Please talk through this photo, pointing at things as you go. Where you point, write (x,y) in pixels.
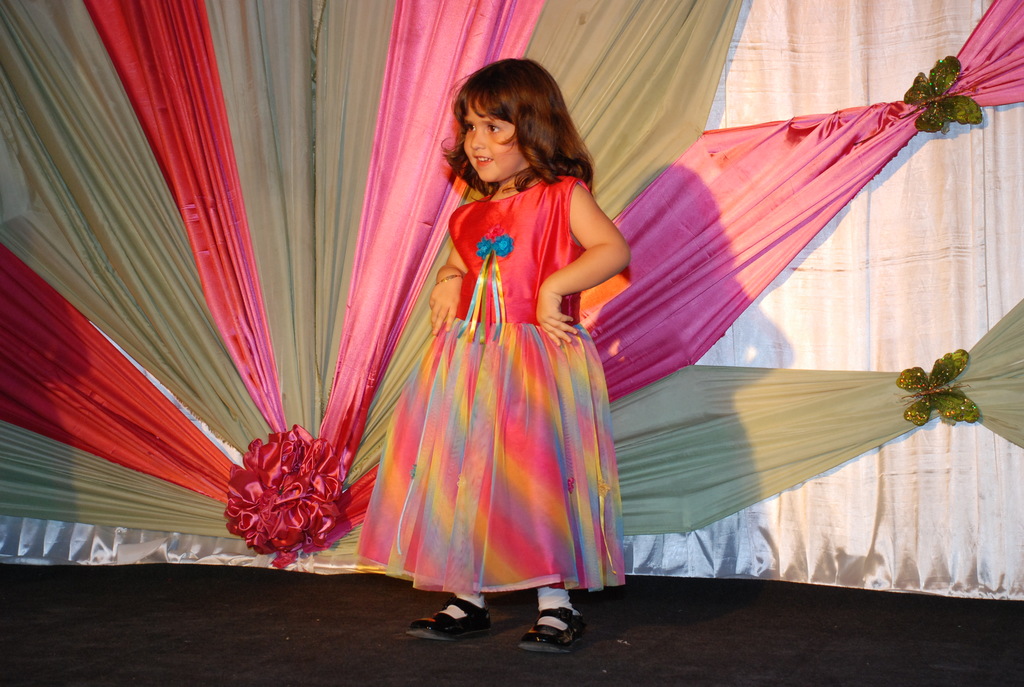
In this picture we can see a girl (447,552) standing on the ground (400,607) and in the background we can see curtains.
